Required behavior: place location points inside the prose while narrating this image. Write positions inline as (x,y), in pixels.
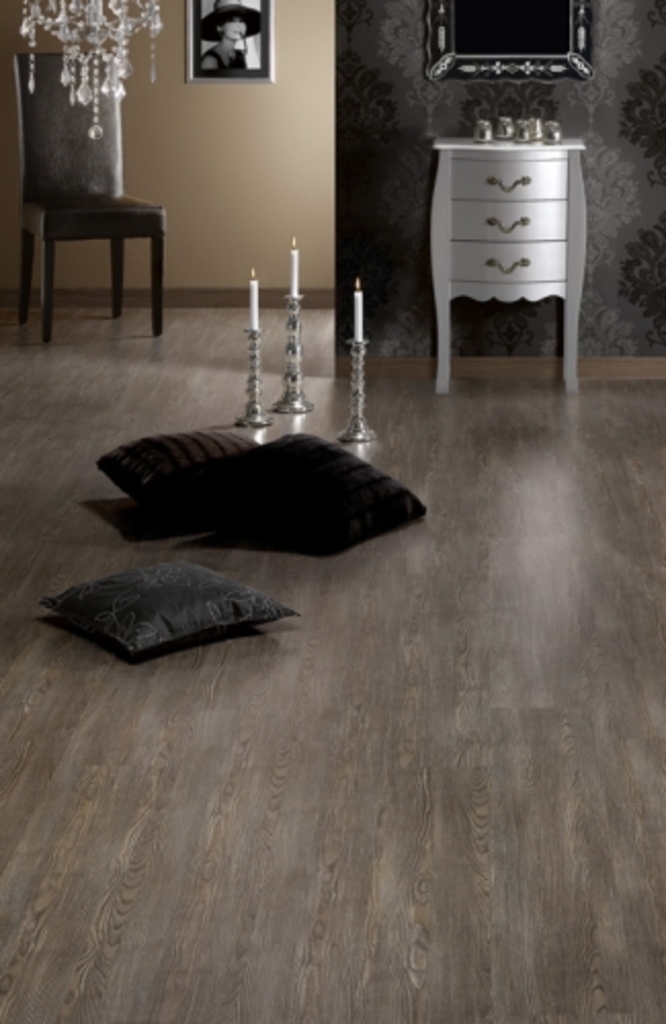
As we can see in the image there is a wall (279,122), photo frame (212,38), chair (90,181), candles (298,293), mirror (527,33) and pillows (258,530).
